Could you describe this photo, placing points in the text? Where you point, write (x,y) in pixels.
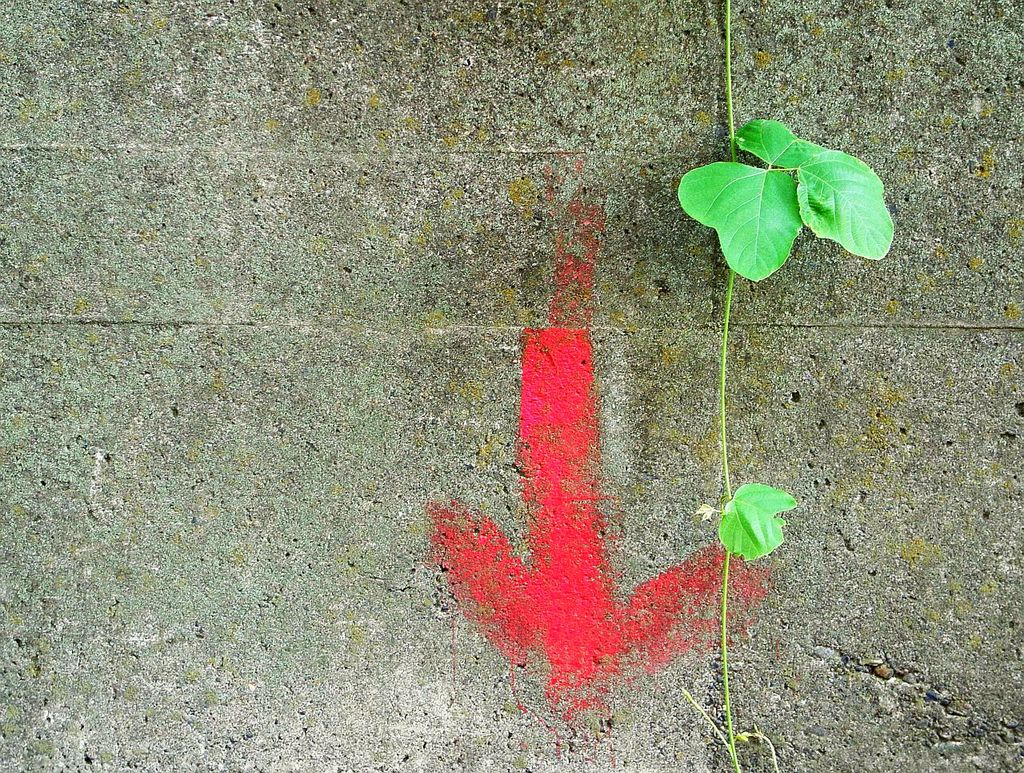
In this picture we can see leaves (752,193) and stem (729,2). We can see red symbol (538,458) on the wall (379,227).
